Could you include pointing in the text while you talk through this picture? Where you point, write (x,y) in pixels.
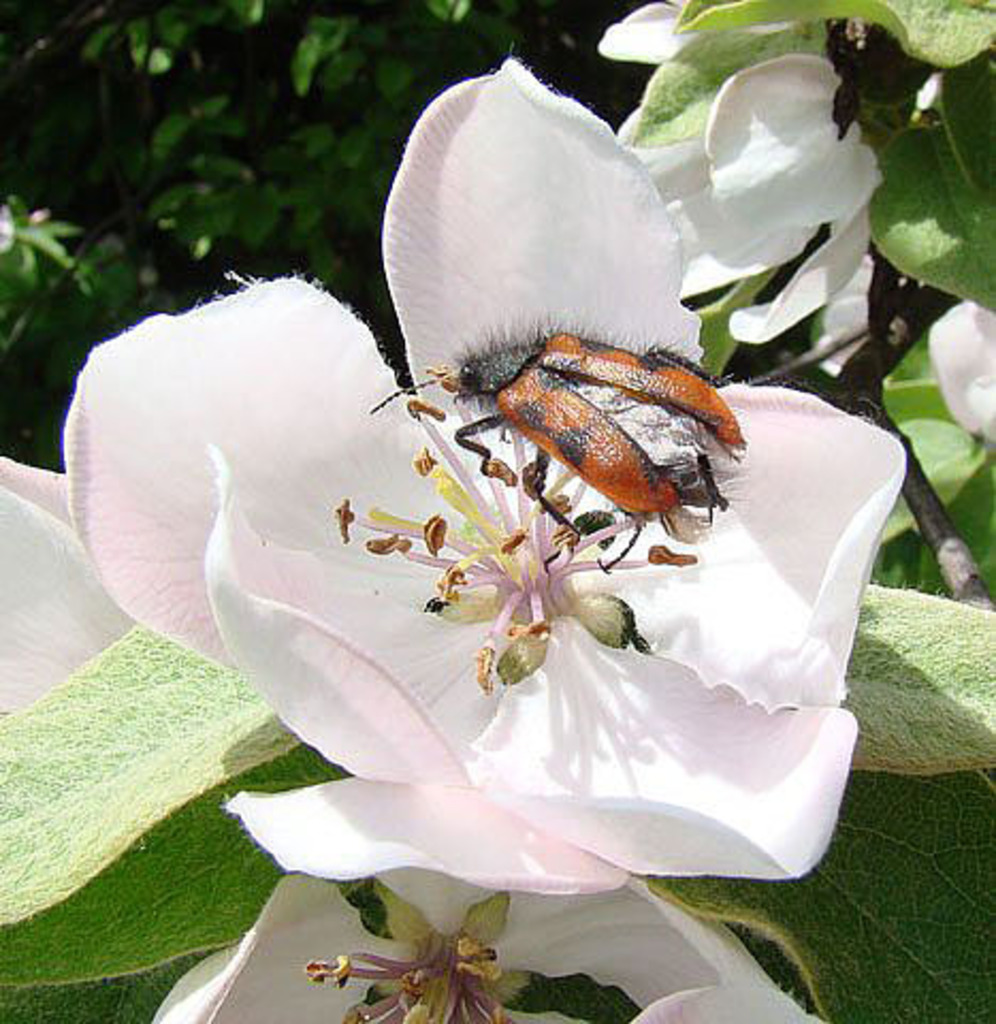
In this picture there is a flower (547,240) in the center of the image (623,480), on which there is a bug (623,480) and there are leaves (51,834) and other flowers (515,969) around the area of the image.
